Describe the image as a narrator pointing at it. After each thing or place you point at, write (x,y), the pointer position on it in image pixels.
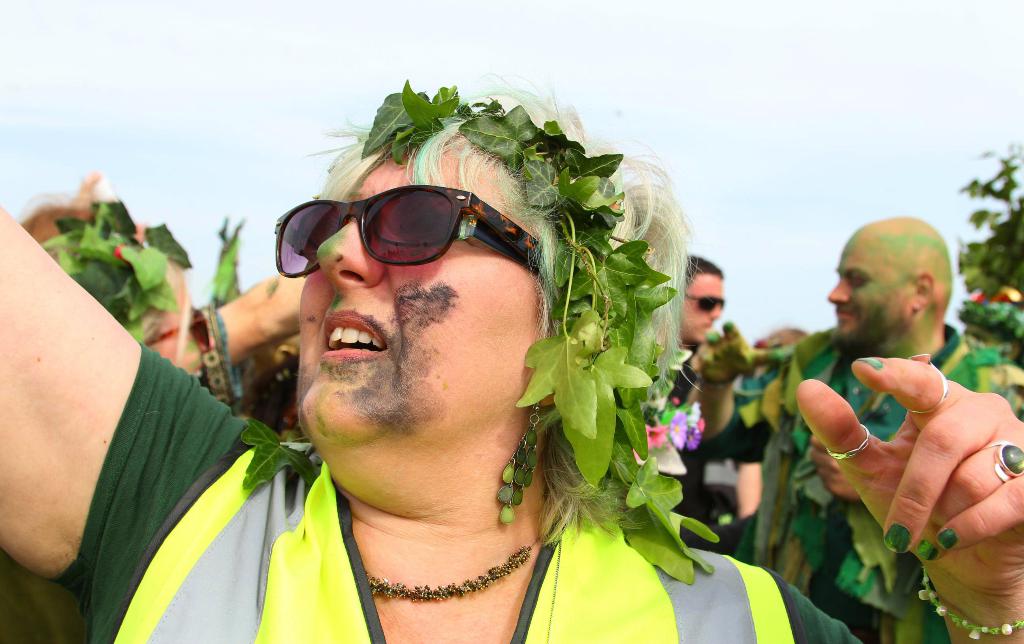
In this image we can see people (779,363) wearing costumes (622,270). In the background (836,16) there is sky (336,61).
